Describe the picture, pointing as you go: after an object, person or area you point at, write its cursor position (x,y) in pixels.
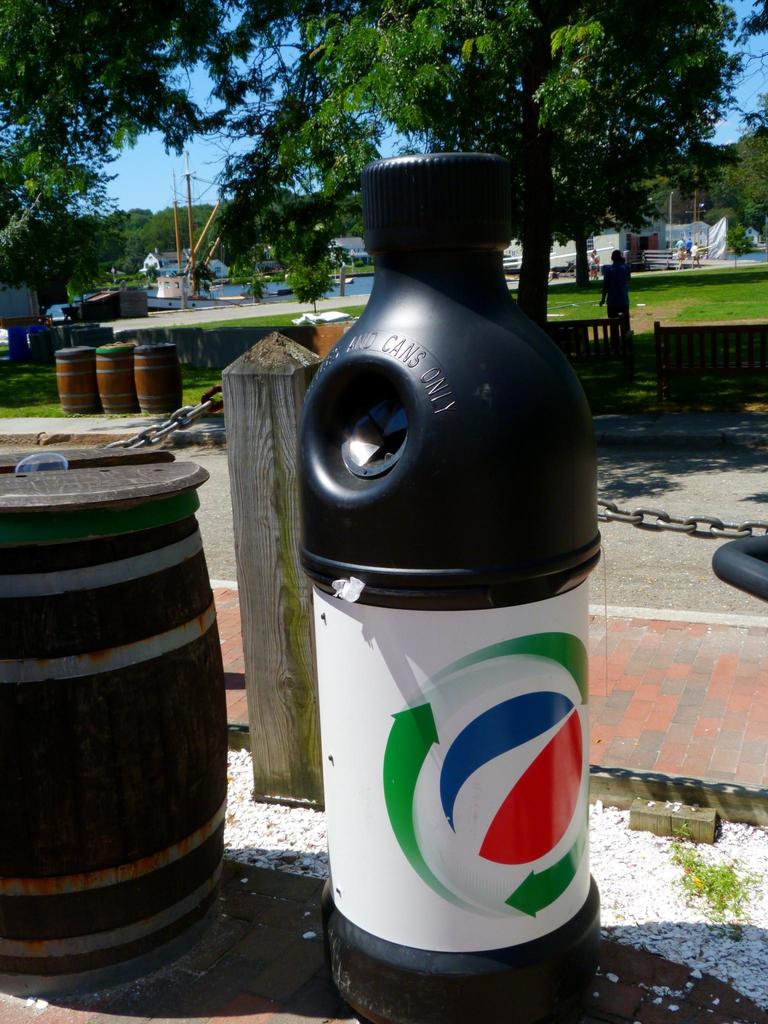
In the middle (308,573) it's a bottle shaped container (383,505) and there is a barrel (143,784) beside of it and it there is a person (623,304) and trees (328,164).
